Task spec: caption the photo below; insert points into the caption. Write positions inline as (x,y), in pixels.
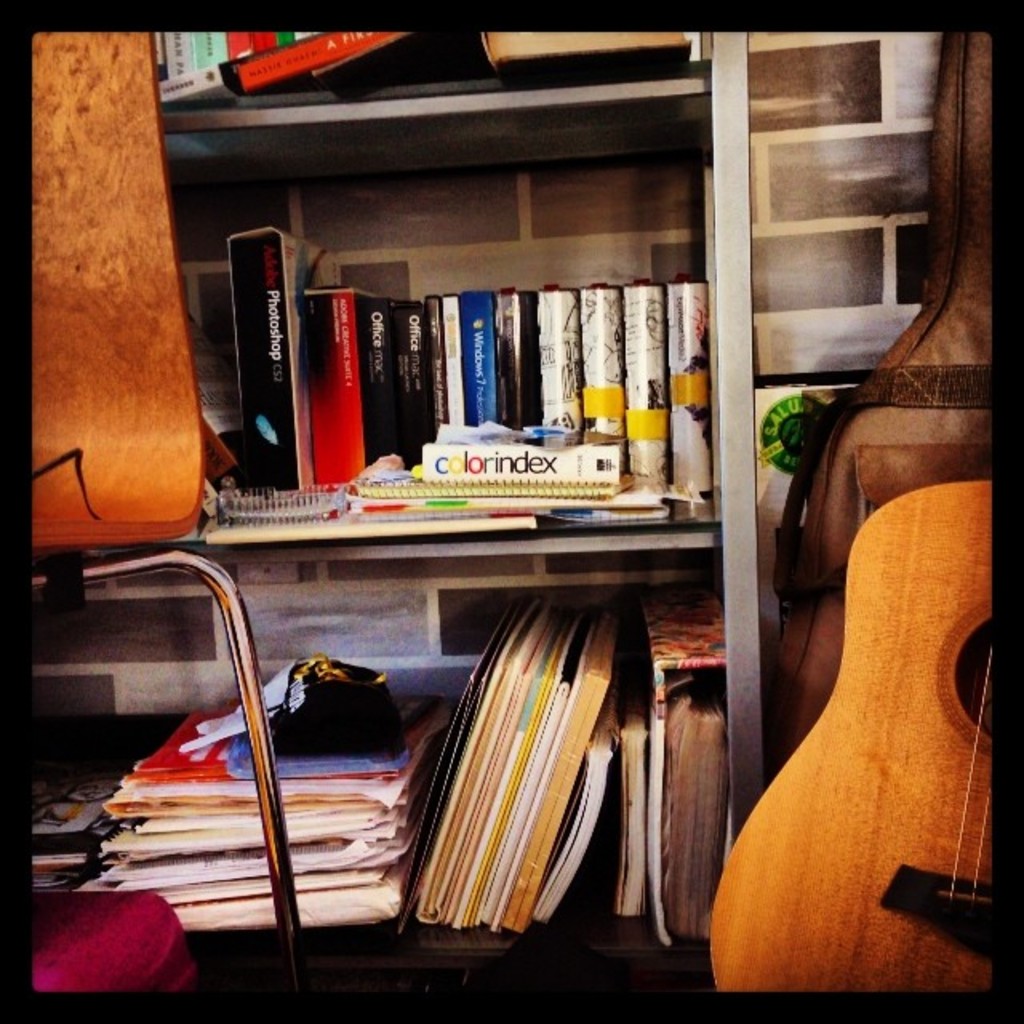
This picture shows a bookshelf (414,930) and a guitar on the side.
